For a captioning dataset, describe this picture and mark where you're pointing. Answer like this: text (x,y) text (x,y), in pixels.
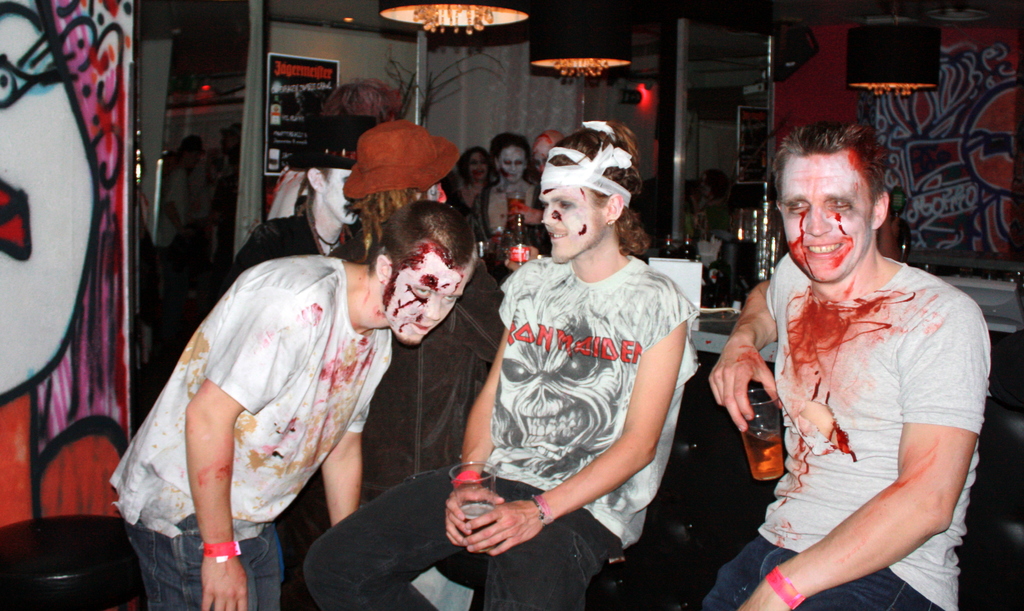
In this picture we can see a group of people (887,498) where two are sitting and holding glasses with their hands (471,531) and some are standing and in the background (309,66) we can see the lights (586,31), posters (305,88) on the wall (942,176).
